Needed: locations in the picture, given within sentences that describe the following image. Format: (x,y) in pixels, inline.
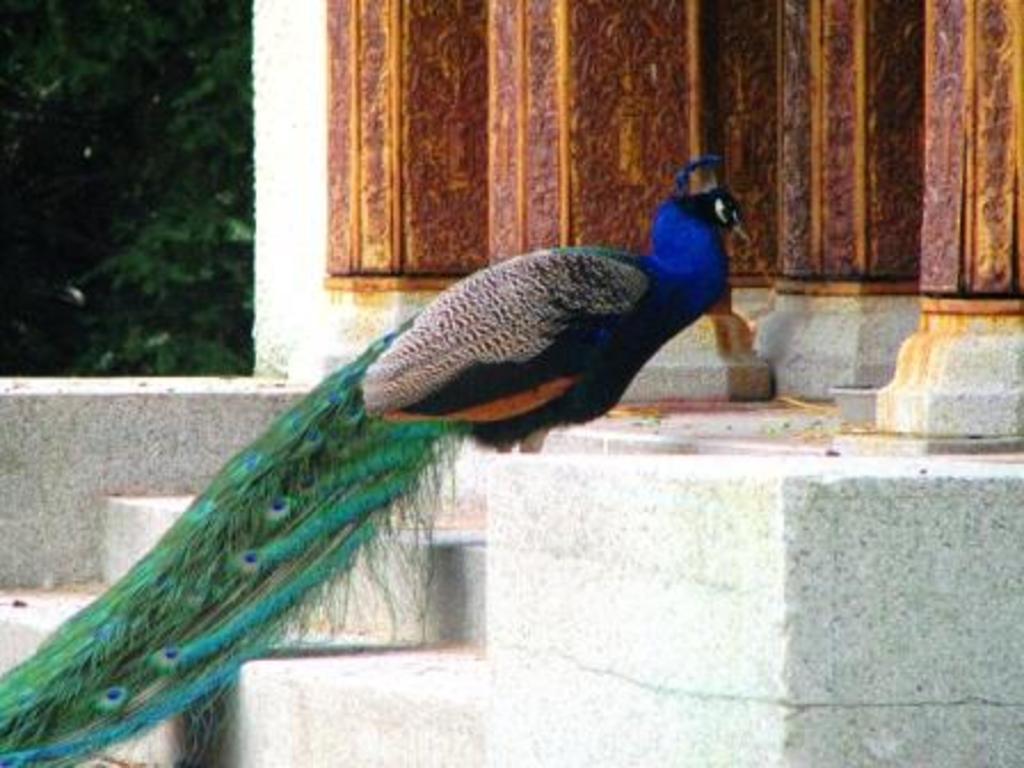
In this image we can see a peacock (348,416) on the stairs (81,589). In the background (1013,119) we can see pillars (446,136), buildings (388,155) and trees (106,137).
